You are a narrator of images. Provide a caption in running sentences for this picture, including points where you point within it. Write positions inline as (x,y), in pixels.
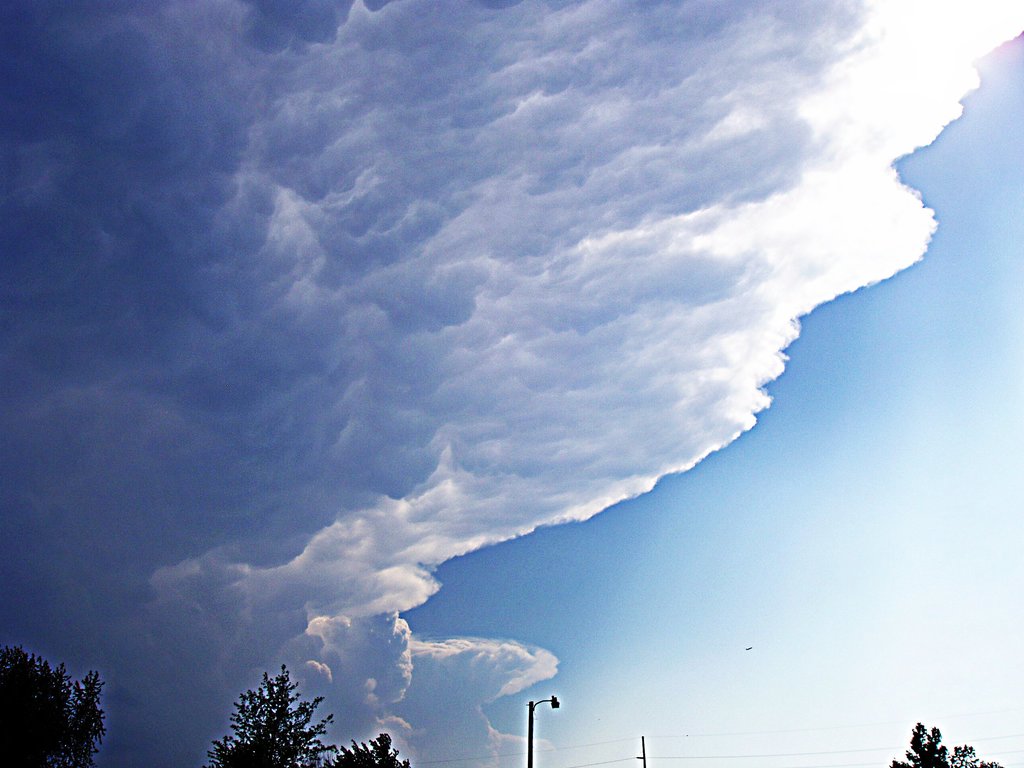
In this image I can see many trees (380,741) and poles (531,736). In the background (542,333) I can see the clouds (553,455) and the blue sky (583,529).
